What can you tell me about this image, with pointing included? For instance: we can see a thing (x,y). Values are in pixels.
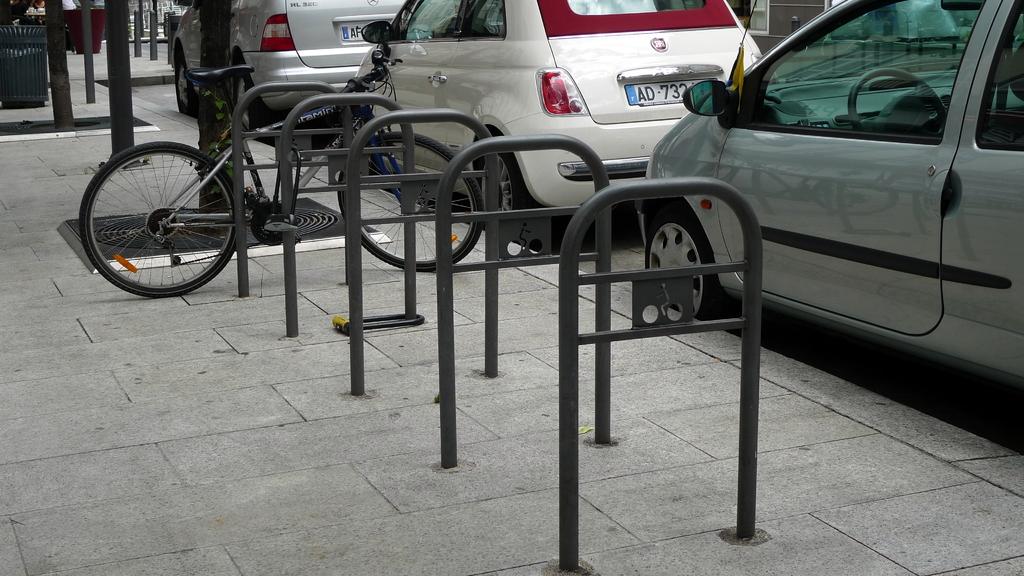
In this image, we can see rods (319,187), bicycle (263,201), platform (218,444), vehicles (474,110), poles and few objects (62,124).
